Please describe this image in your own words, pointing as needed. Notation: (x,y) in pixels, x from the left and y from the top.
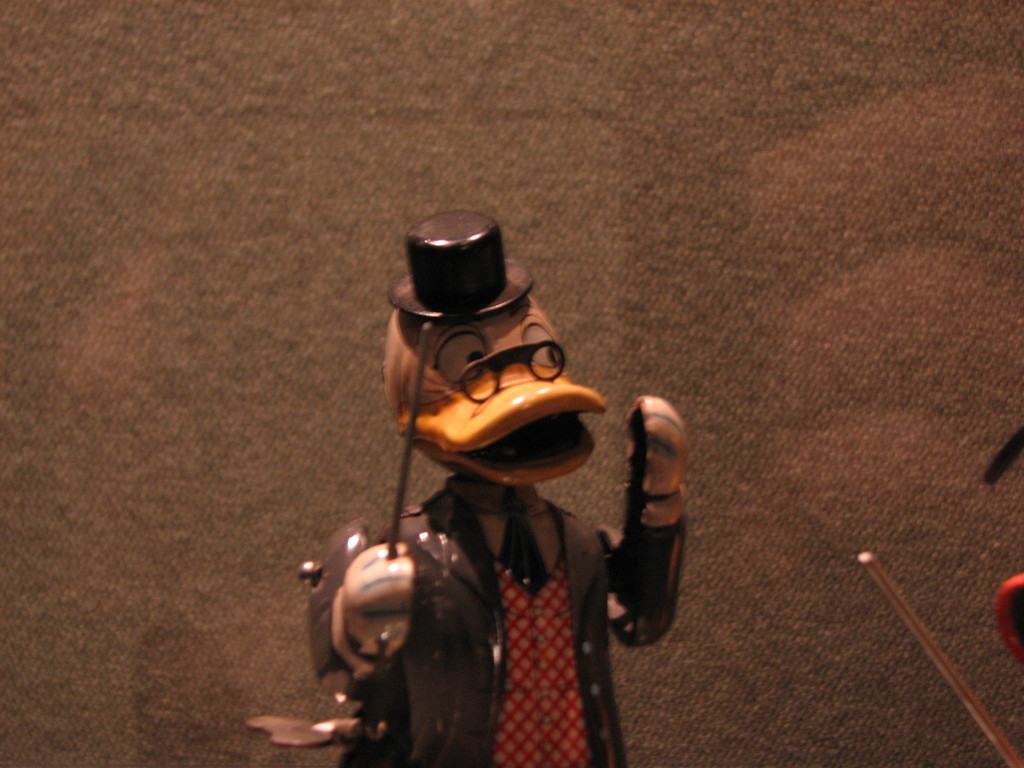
In the picture I can see sculpture (404,618) of a cartoon character (431,616) who is wearing a hat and holding a stick (397,546). I can also see some other objects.
